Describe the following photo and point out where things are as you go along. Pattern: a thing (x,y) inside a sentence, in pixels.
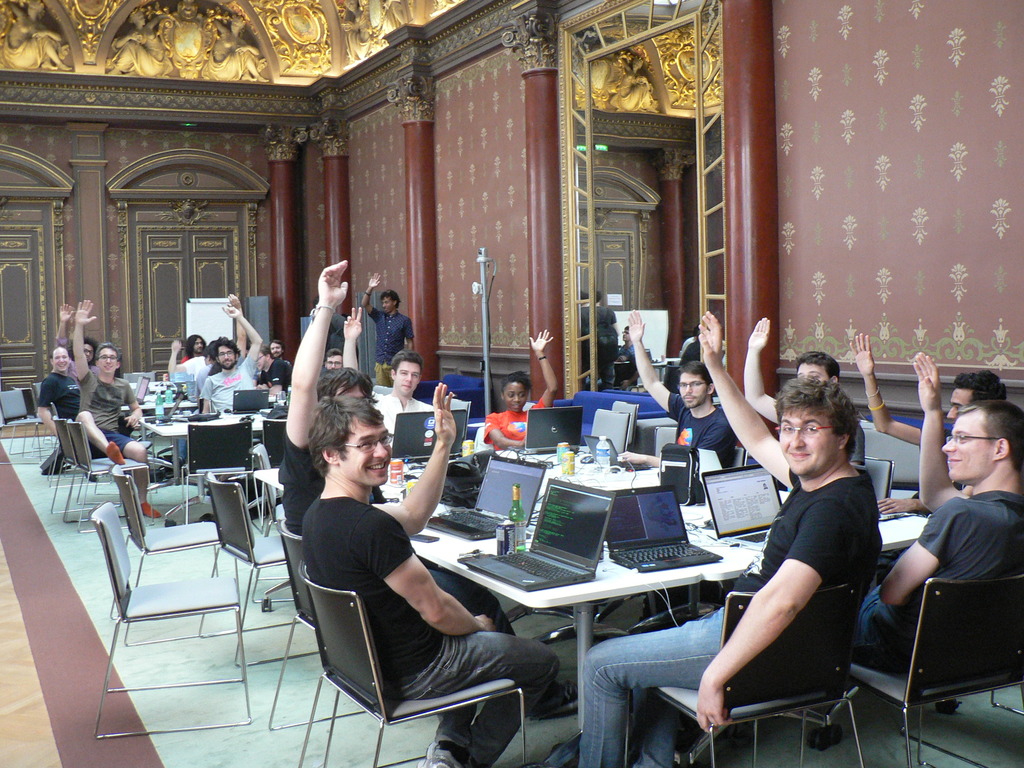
In a picture so many people (389,569) are sitting and raising their hands (741,412) and in front of them there is a big table (506,451) on which there are laptops (594,522) and wine bottles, water bottles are present and behind them there is a big wall (481,105) and a middle door (573,379) and at the left corner (202,331) there is one white board (201,317) near the wall (147,328) and there is one person (385,334) standing and in the other one person (605,337) is standing in front of the white board (654,329) and there are statues (144,17) on the roof (198,11).
